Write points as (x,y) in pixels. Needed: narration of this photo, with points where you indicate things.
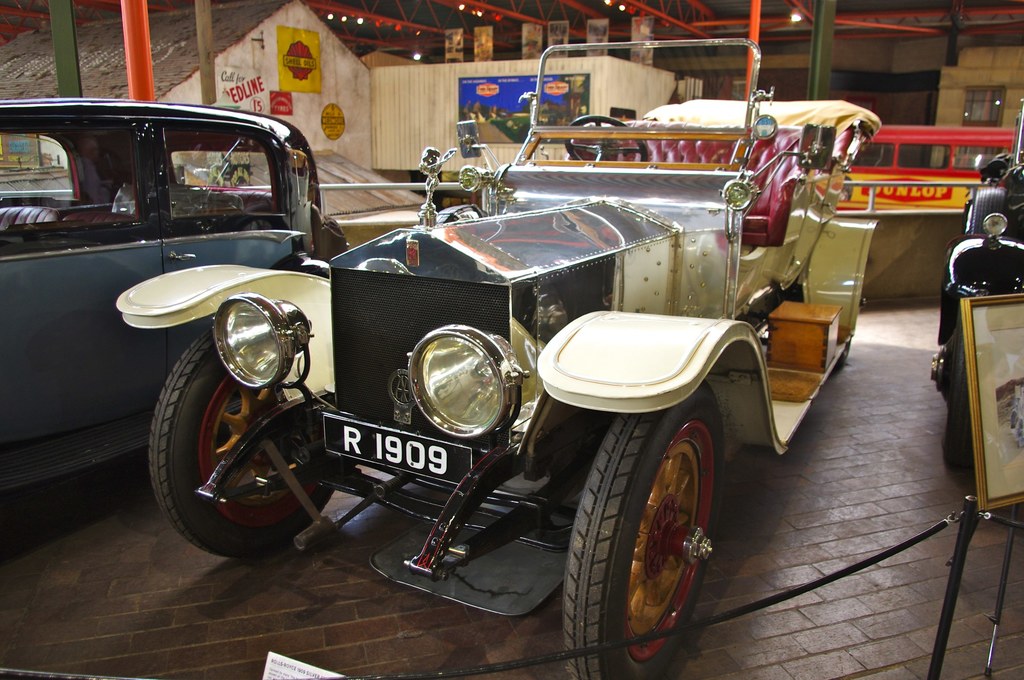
In this image there are three vehicles (485,321) are in the middle of this image (526,354). There are some houses (411,93) in the background (594,57). There are some lights (376,26) arranged on the top of this image, and there is a floor (727,602) in the bottom of this image (889,464).
